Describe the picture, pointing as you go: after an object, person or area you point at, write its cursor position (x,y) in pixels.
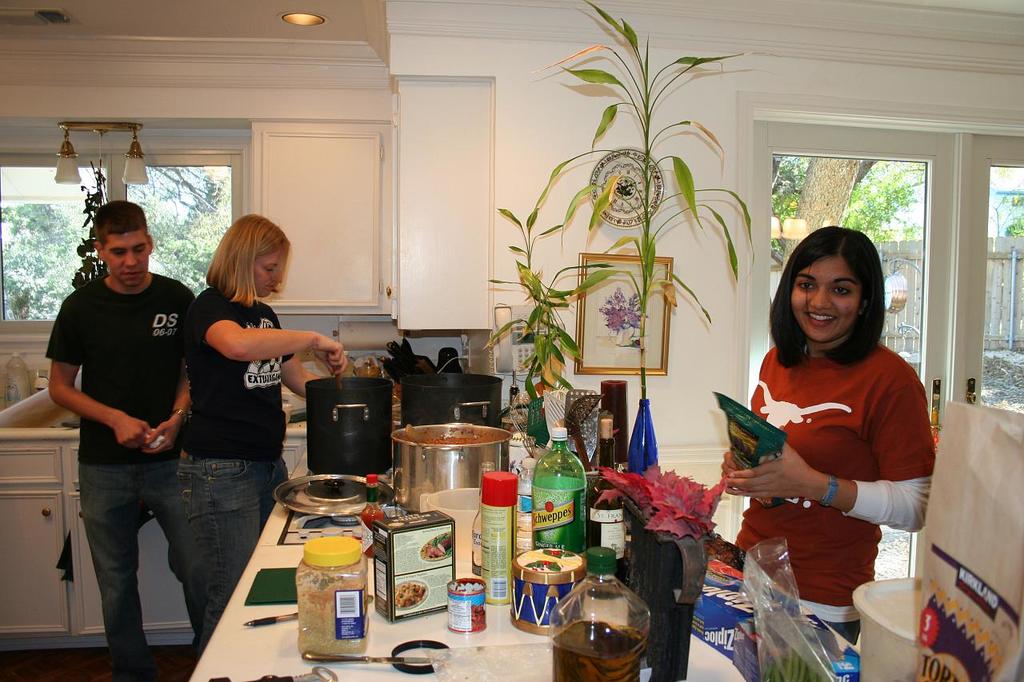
In this image there is a man (158,350) standing, a woman (212,329) standing and doing something, a woman (809,593) standing and smiling by holding a packet (777,444) and there is a table (285,652) in that there are box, cardboard box (435,588), tin (454,595), spray (504,559), bottle (601,538), drum (555,567), scissors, pen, jar (315,604) and there is a photo frame (584,360) attached to the wall (611,240), plant (566,220) inside the room (498,257), lamp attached to the wall (211,70), light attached to the ceiling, tree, building (999,205) and wooden fence (921,250).
